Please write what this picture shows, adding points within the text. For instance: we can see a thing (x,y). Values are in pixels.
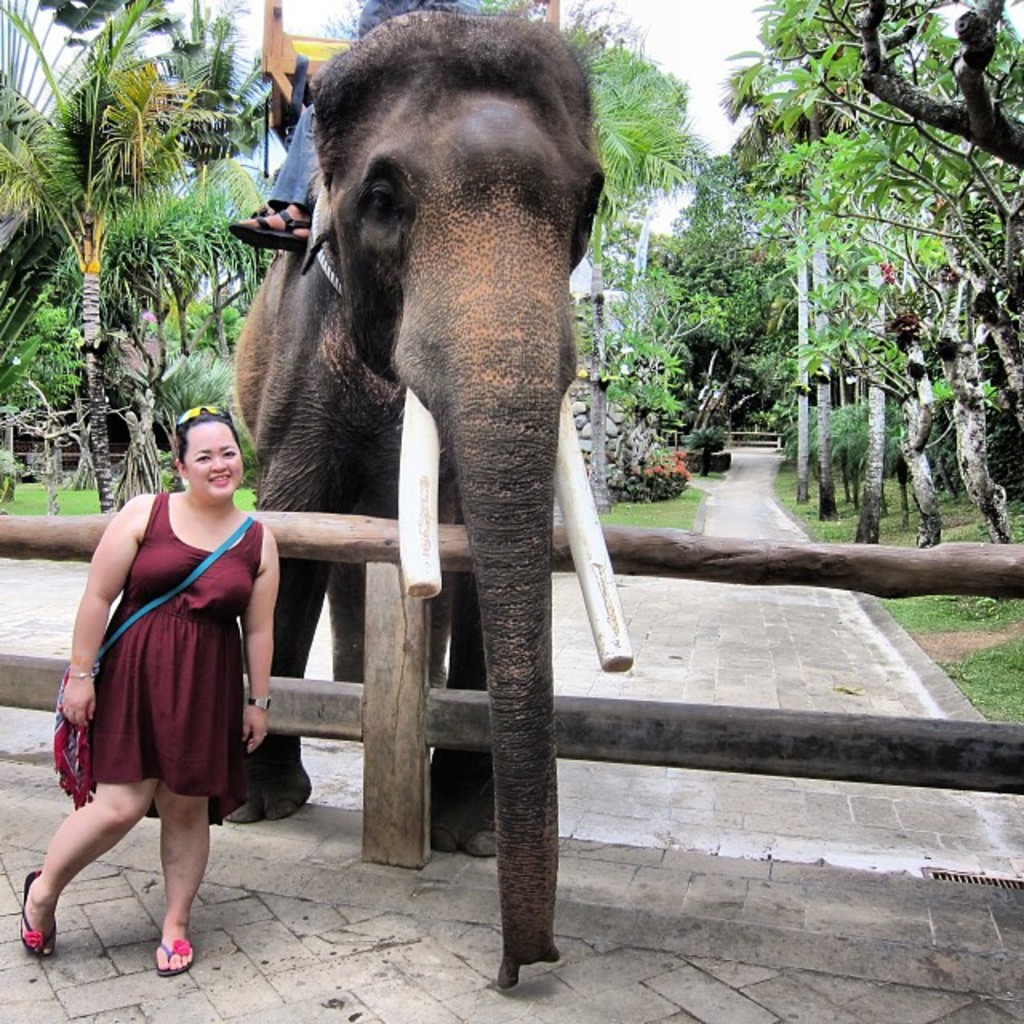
In this picture I can see a human (294,179) sitting on the elephant (320,273) and I can see a woman (168,707) standing, she is wearing a bag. I can see trees (685,262), few plants (707,430), a wooden fence (69,536) and a cloudy sky (646,39).
